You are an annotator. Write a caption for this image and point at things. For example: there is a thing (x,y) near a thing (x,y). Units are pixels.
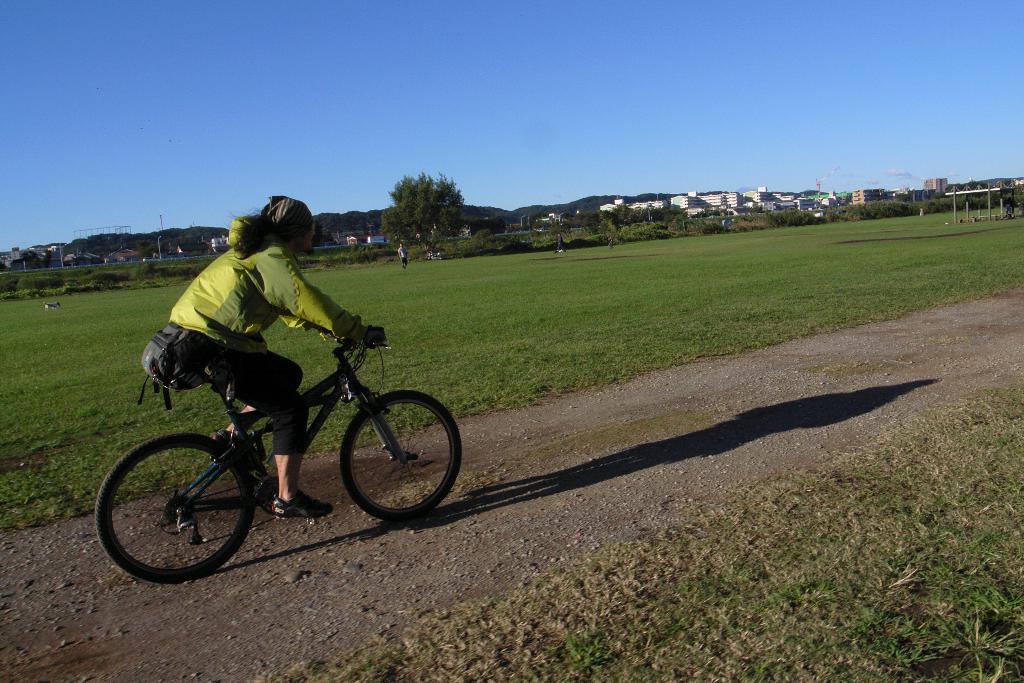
In this picture we can see one person (213,338) is riding bicycle (106,532) on the road (660,399), beside we can see grass (423,274), trees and some buildings (380,236).
